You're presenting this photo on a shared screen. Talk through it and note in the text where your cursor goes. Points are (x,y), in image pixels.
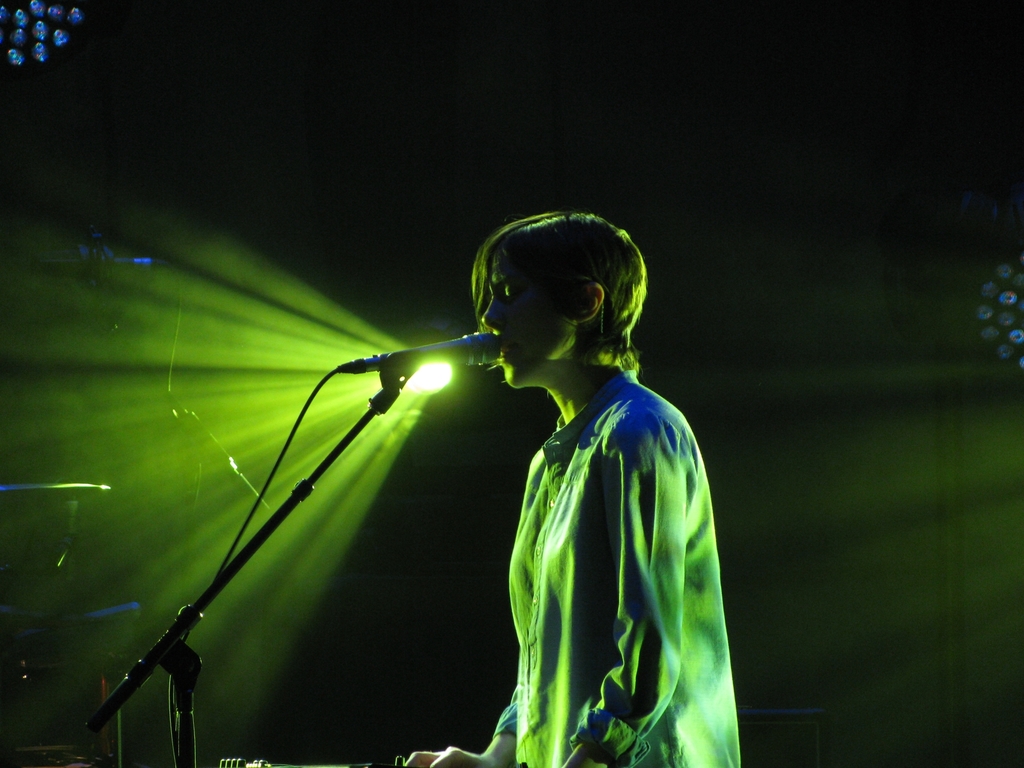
In this picture I can see a person (642,459) standing, there is a mike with a mike stand (180,619), and in the background (139,352) there are focus lights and some other objects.
